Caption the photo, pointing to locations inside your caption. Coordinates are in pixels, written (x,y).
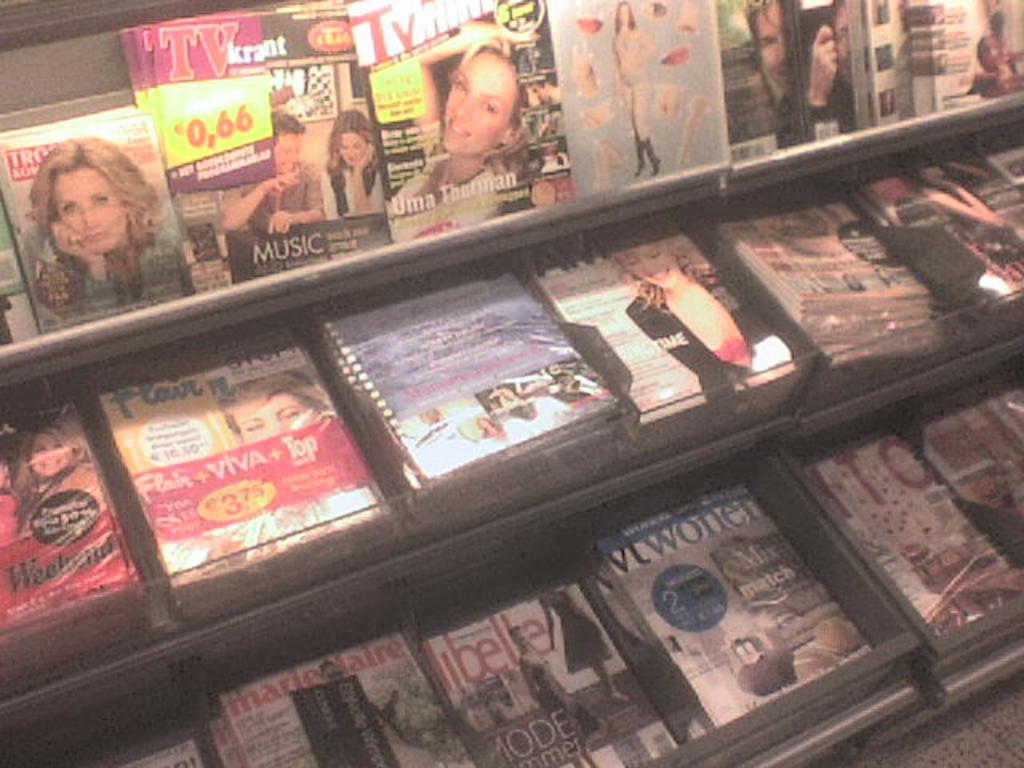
In this picture we can see shelves (343,401), there are some magazines (515,101) present on these shelves (865,171).
